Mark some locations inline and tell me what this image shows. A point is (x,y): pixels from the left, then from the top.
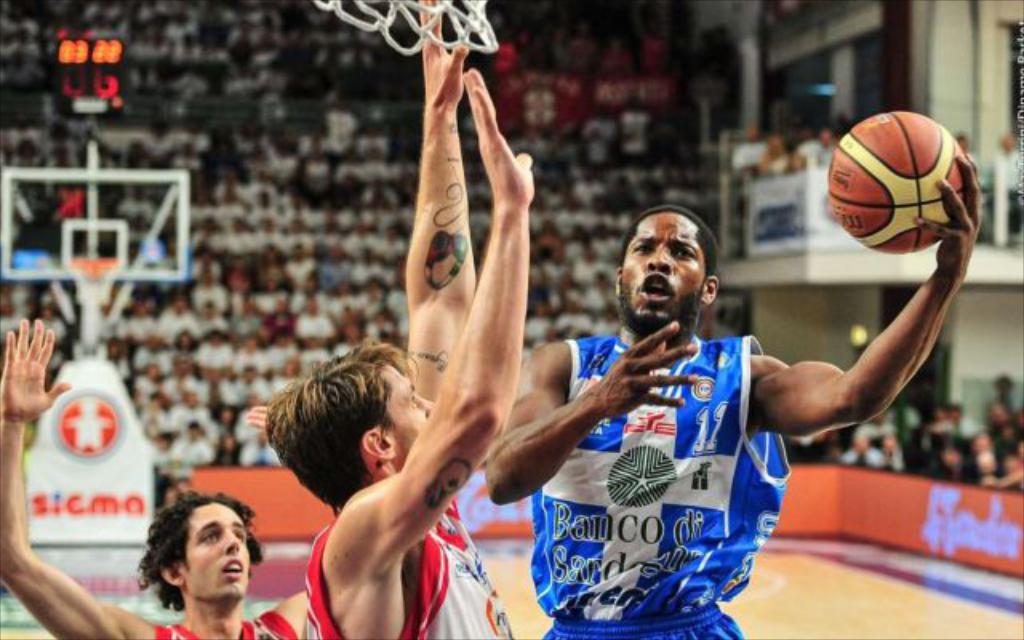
In the image there is a man (634,402) with blue jersey (685,408) holding basket ball (915,152) in his hand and in front of him there are two other men (368,535) with red vest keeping their hands (435,83) up, this is clicked in a basketball stadium (874,334), in the back (198,278) there are many people (255,279) sitting on chairs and looking at the game and there is goal post (85,268) on the left side (87,61) with a scoreboard (99,79) above it.
